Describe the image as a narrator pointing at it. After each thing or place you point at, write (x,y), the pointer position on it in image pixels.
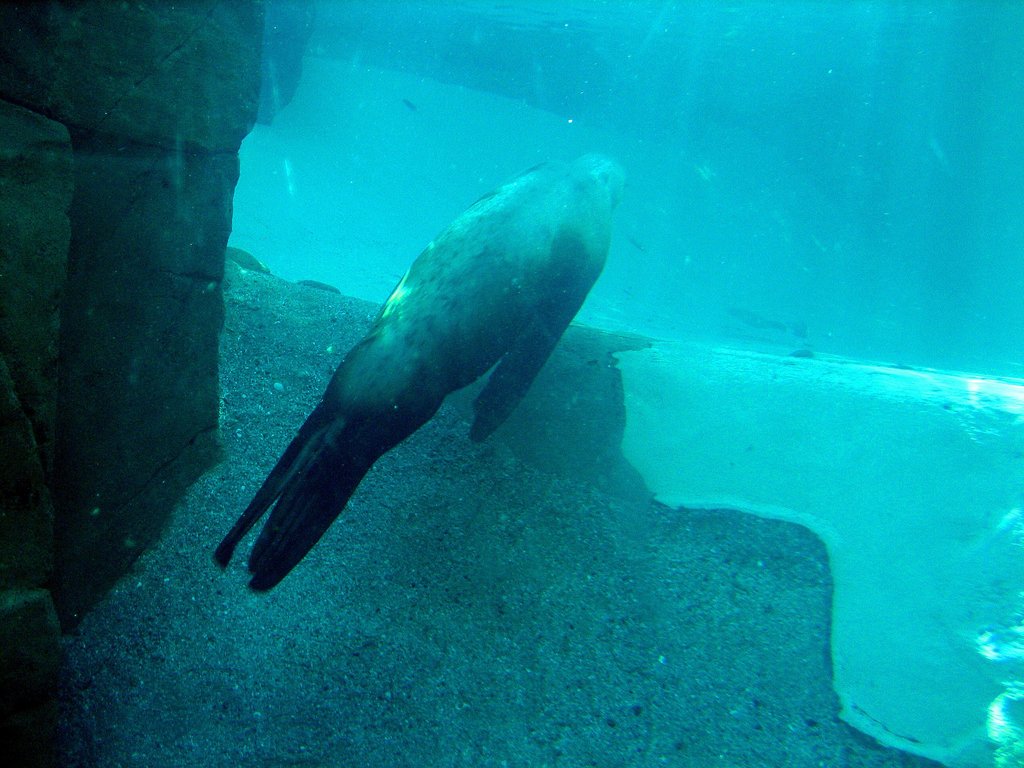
In the picture we can see deep inside the water (997,615) with some rock (160,290) and a sea lion (531,337) with flippers (263,571).
